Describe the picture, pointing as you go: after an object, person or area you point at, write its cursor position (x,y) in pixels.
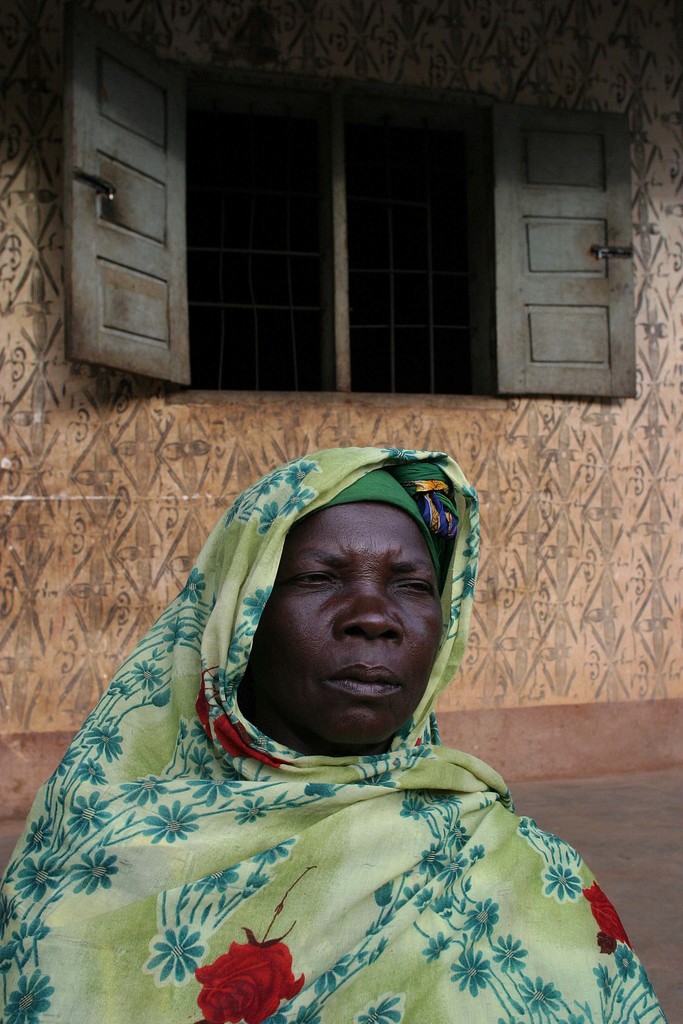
In the center of the image (319,510) there is a woman (250,906). In the background (204,364) we can see wall (572,521) and window (305,267).
